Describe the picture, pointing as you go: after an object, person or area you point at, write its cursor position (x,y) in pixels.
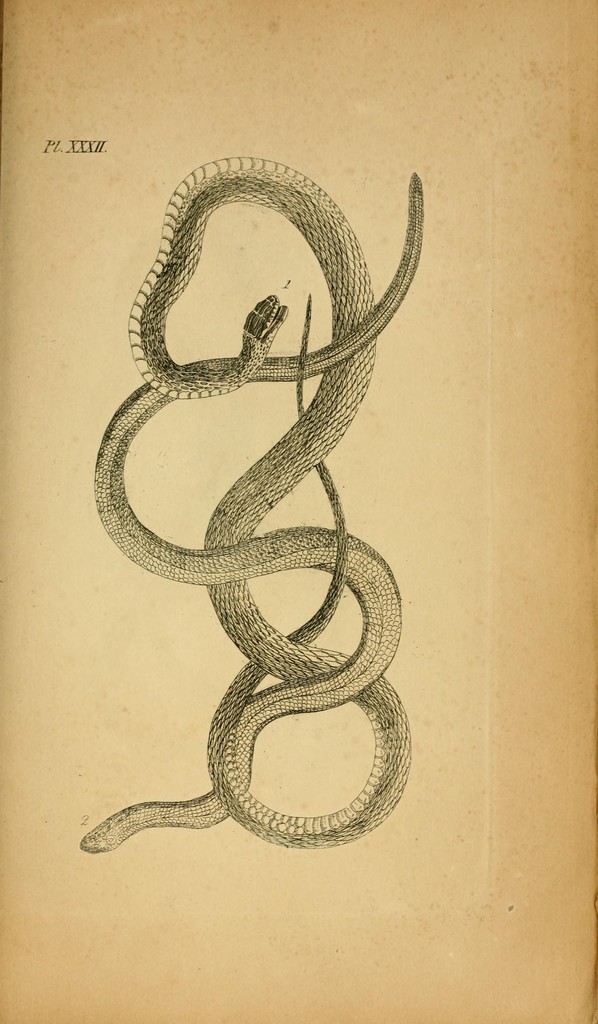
It is a poster. In this image there is a depiction of a snakes (273,647) and there is some text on the top of the image (88,154).
